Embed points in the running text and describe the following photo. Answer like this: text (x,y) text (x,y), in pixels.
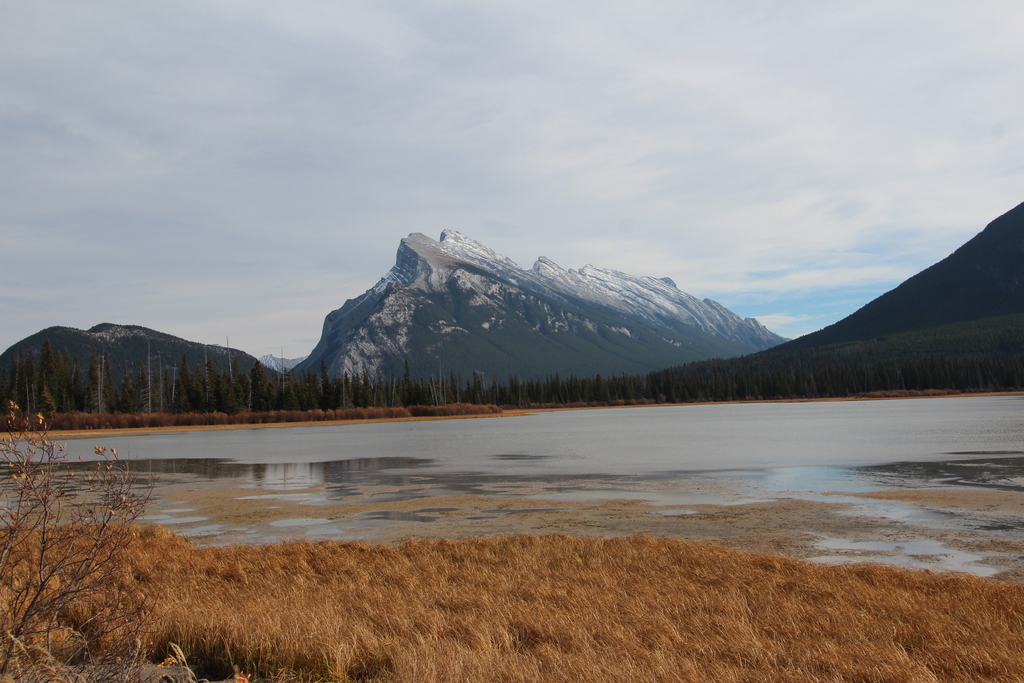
This is an outside view. At the bottom (448,587) there is dry grass (471,638). In the middle of the image (440,455), I can see the water (210,459). In the background (184,408) there are many trees (20,374) and mountains (509,318). At the top of the image (607,121) I can see the sky (740,185) and clouds (422,52).
